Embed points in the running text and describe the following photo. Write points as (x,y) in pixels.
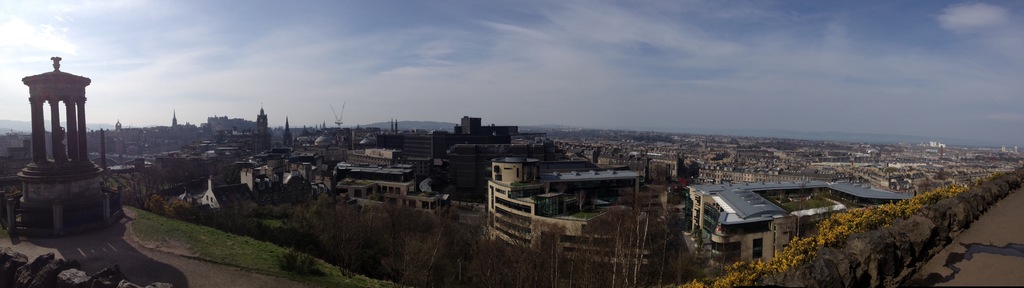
This is the picture of a city (484,193). In this image there are buildings (368,202) and trees (144,200) and there are flowers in the foreground (912,194). At the top (383,33) there is sky (398,48) and there are clouds (404,55). At the back (410,130) there are mountains (425,125). At the bottom (984,275) there is a road (220,276) and there is grass (207,228).
